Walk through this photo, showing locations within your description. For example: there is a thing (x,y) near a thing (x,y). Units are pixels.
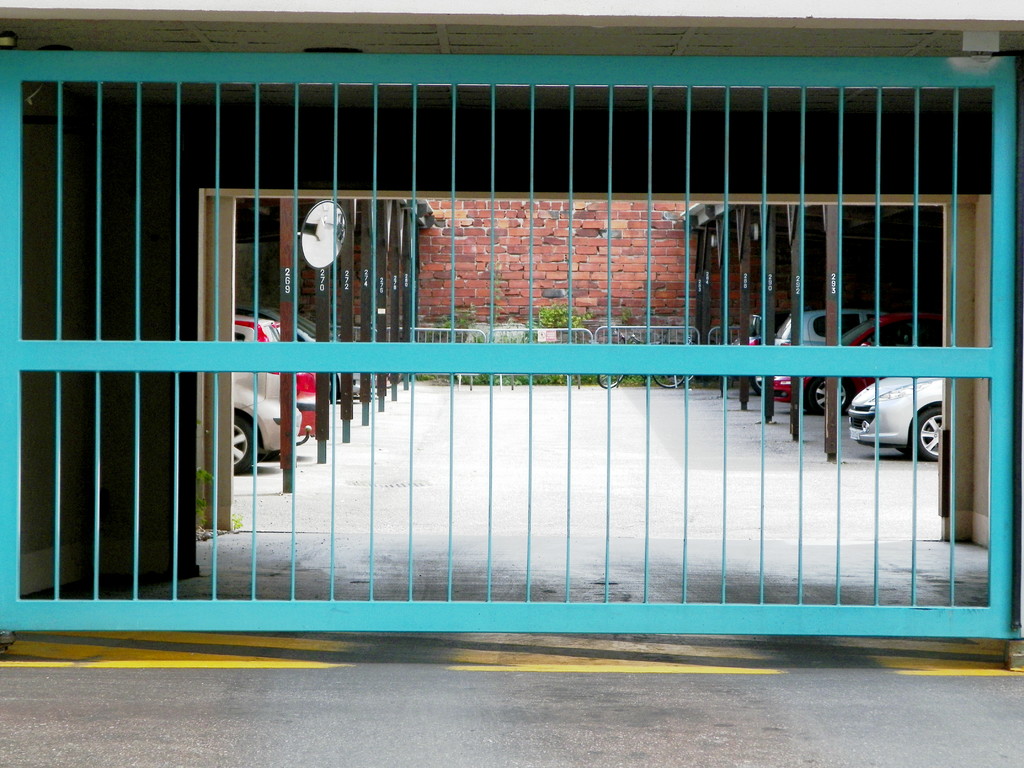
In this image I can see the blue color railing (559,365). In the background (316,418) I can see the few vehicles (313,395) under the shed (370,377). I can see the railing (493,331), bicycle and brown color brick wall (480,277) in the back (524,264).
